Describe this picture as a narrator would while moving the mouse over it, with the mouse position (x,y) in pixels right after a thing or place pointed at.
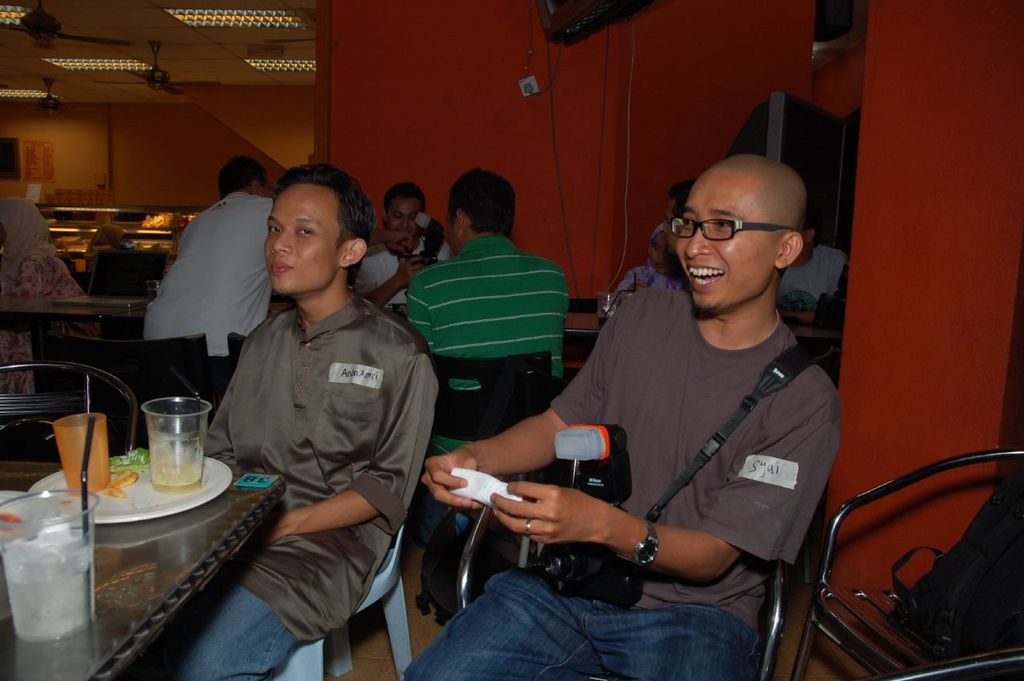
This is an inside view. Here I can see two men (550,437) sitting on the chairs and smiling. The man (704,386) who is on the right side (689,466) is wearing a camera (627,575) and holding a paper (477,485) in the hand (434,491). On the left side (157,568) there is a table (166,576) on which a plate (161,506) and few glasses (158,471) are placed. In the background (251,323), I can see some more people (203,292) sitting on the chairs (500,384). There are few tables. In the background (138,135) there is a wall (138,135). At the top of the image (226,25) there are few lights (230,14).
